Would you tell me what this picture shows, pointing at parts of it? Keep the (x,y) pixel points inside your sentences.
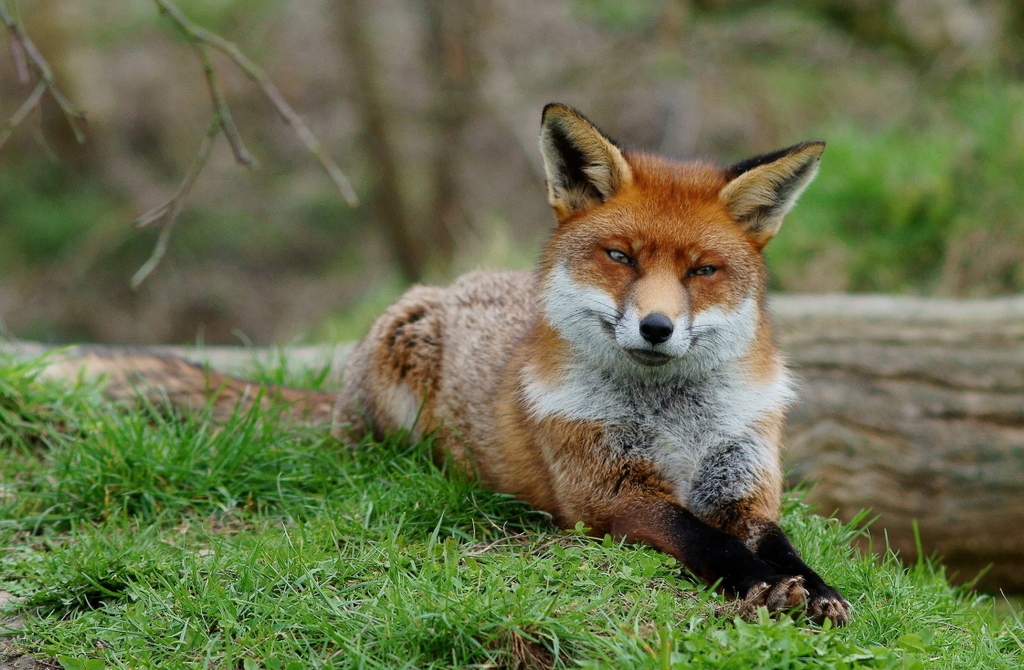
In this image on the ground (300,569) there is a fox (537,446). On the ground (274,561) there is grass (509,576). Here there is a wood log (934,438). The background (165,286) is blurry.
